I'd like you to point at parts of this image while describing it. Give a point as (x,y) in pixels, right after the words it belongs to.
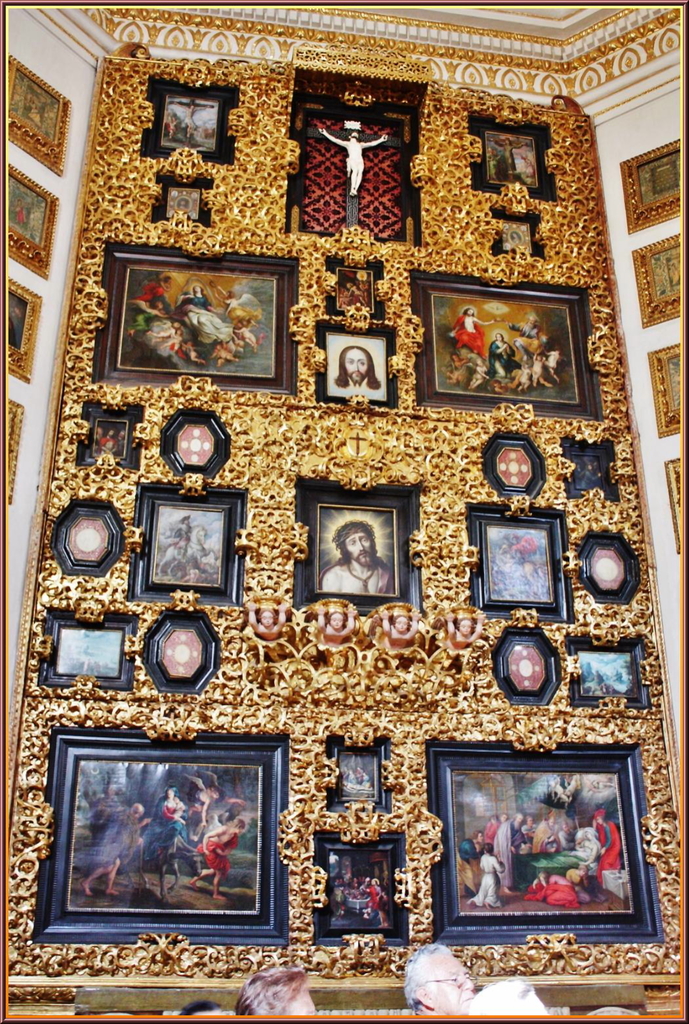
In this image I can see a big frame (596,718) on which there are many photographs (462,383). On the right (663,292) and left side of the image (35,103) there are few frames (662,240) attached to the wall (672,113).
